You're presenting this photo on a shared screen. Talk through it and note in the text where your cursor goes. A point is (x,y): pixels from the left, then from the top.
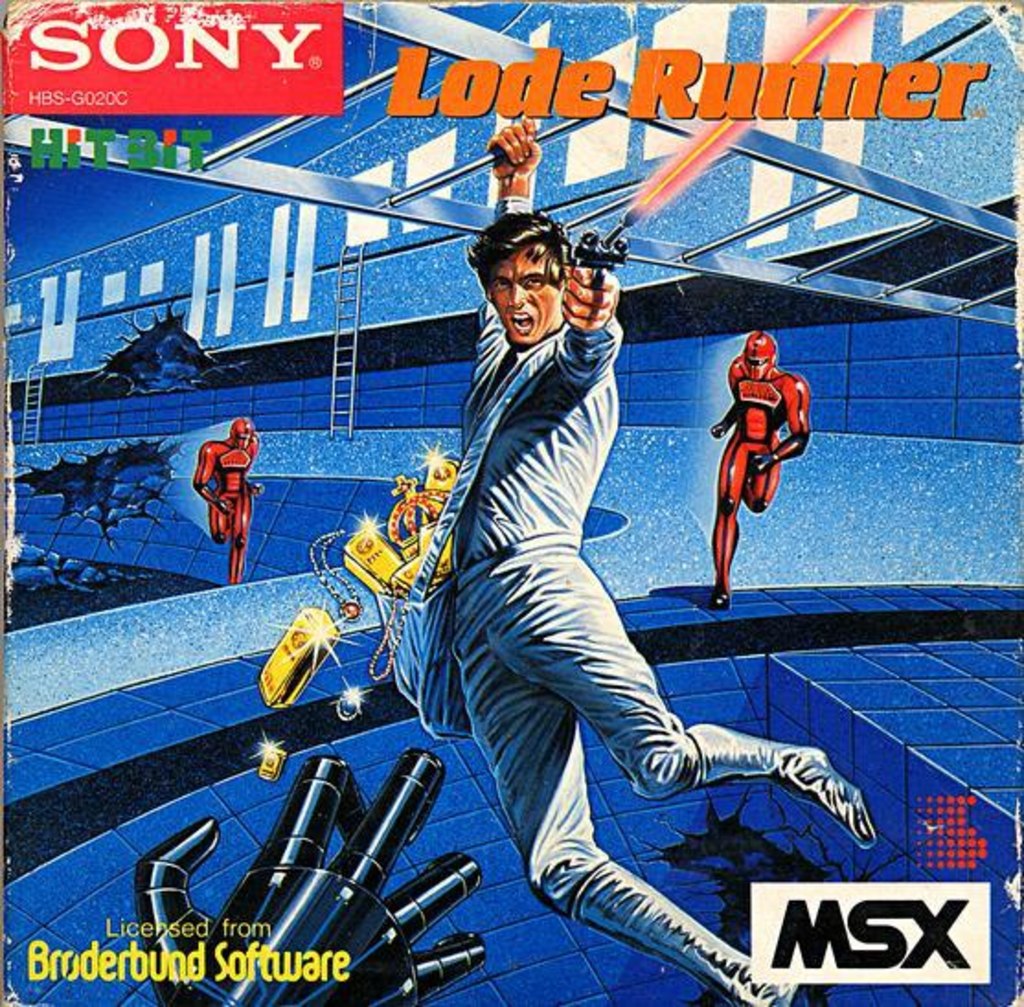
In this picture we can see a poster (852,444), there are cartoon images (579,459) of persons (749,470) and some text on this poster (515,172).
